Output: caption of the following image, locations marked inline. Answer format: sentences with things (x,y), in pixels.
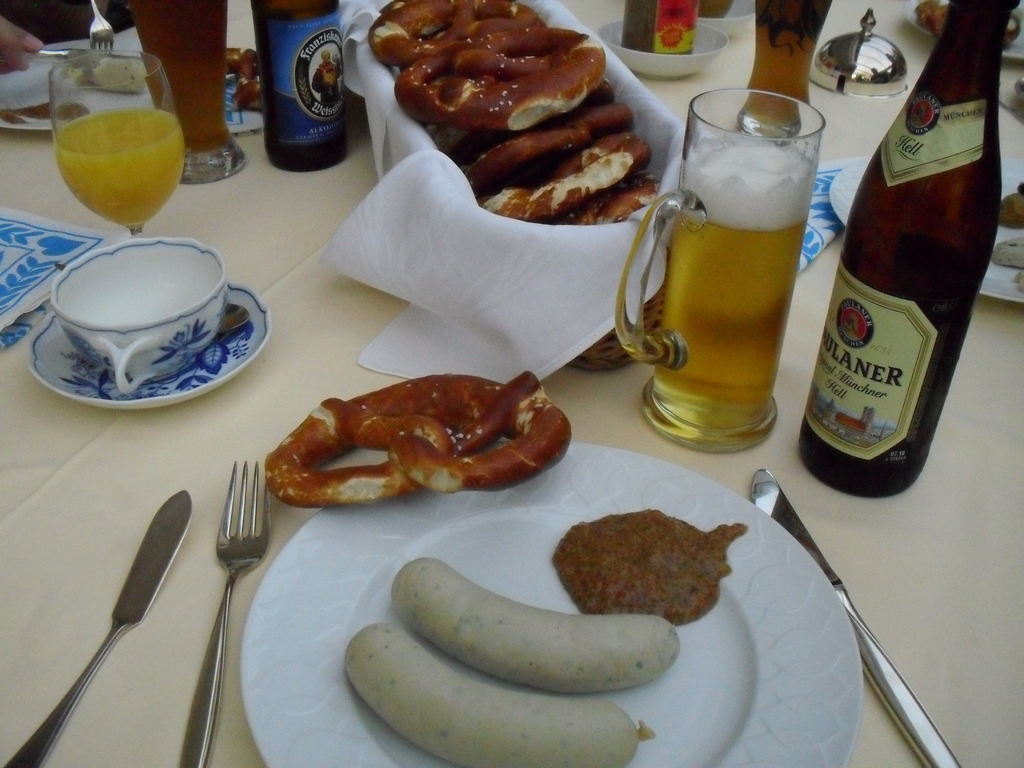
There is table (252,184), on which, there is a cup (202,304) on the saucer (237,360), a glass (123,124) filled with juice (123,124), a glass (690,228) filled with drink (704,393), which is near a bottle (883,315) and other objects (509,651).
